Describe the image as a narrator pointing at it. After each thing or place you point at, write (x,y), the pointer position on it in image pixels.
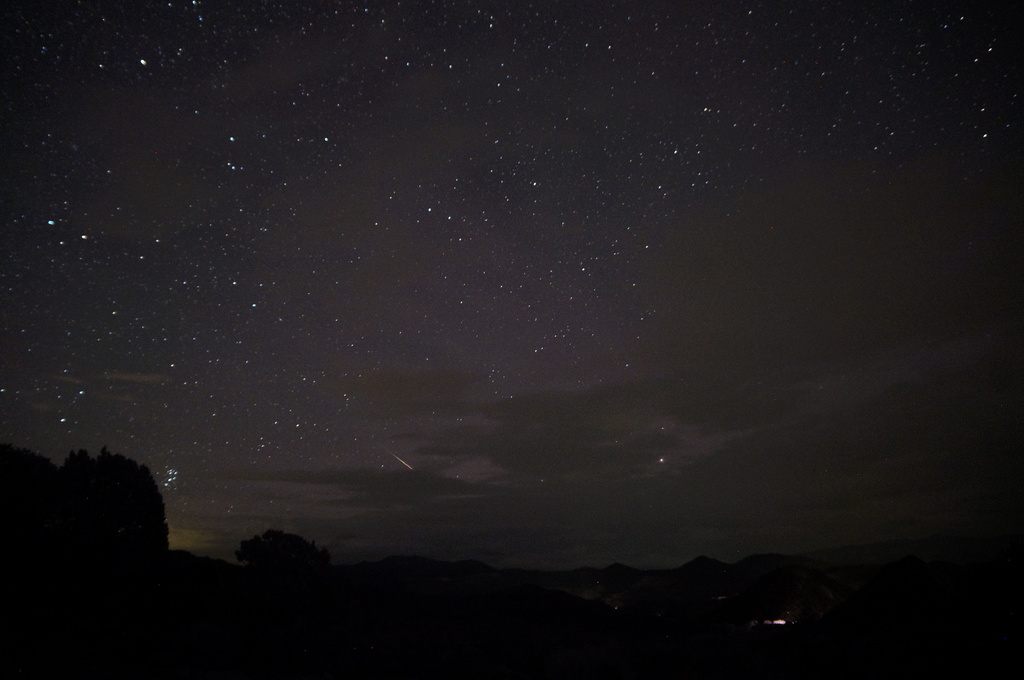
In this picture I can see trees (259,536), there are hills (636,592), and in the background (647,383) there are stars (350,268) in the sky (265,275).
